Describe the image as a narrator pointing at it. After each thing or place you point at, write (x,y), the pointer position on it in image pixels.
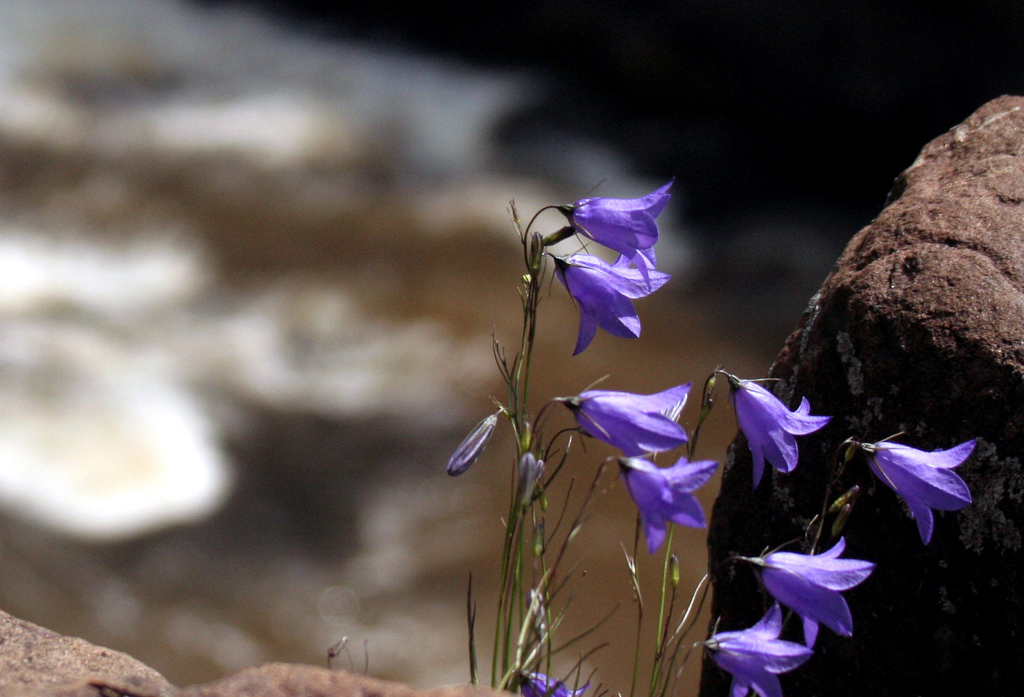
In this image we can see the flowers (618,330). Here we can see the rock (911,240) on the right side (864,318).
